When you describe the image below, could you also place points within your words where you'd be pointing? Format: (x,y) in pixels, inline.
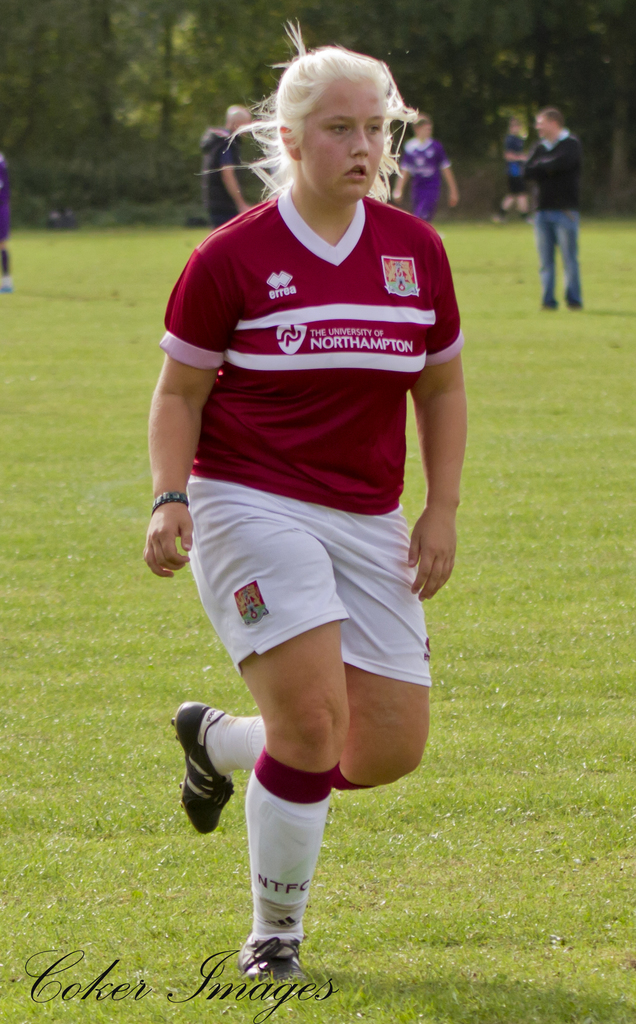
In the foreground (556,817) I can see a person (253,867) is running on the grass (331,961) and a text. In the background (552,232) I can see a group of people (541,236) are standing and trees (72,159). This image is taken may be in the park (80,234) during a day.
